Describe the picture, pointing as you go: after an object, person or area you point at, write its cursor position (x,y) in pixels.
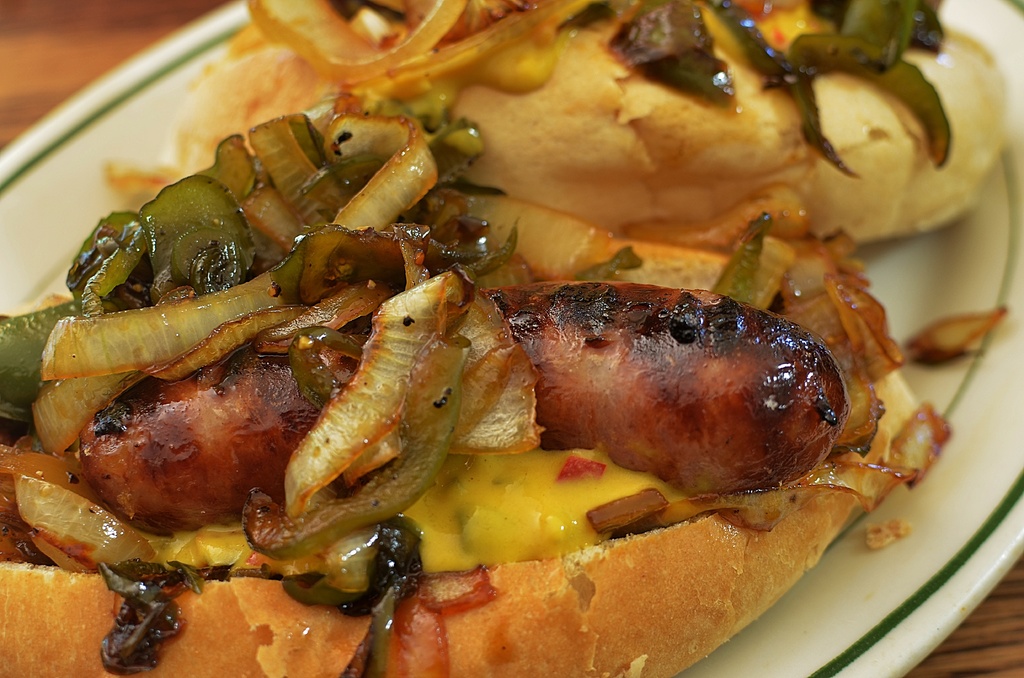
In this image we can see food (599,432) in plate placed on the table (39,98).
